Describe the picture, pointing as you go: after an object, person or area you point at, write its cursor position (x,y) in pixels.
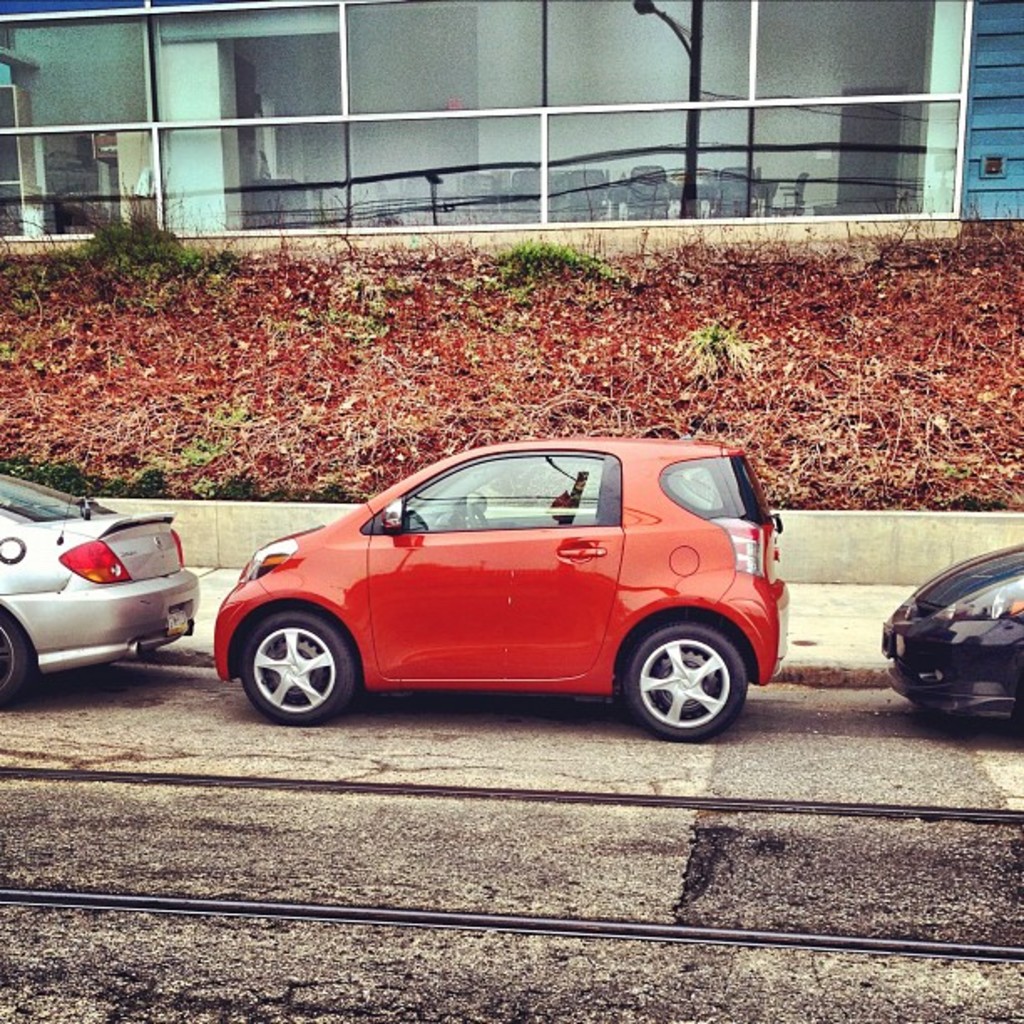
In this picture we can see some vehicles (361,633) are on the road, side we can see grass (110,250) and glass building (384,78).
